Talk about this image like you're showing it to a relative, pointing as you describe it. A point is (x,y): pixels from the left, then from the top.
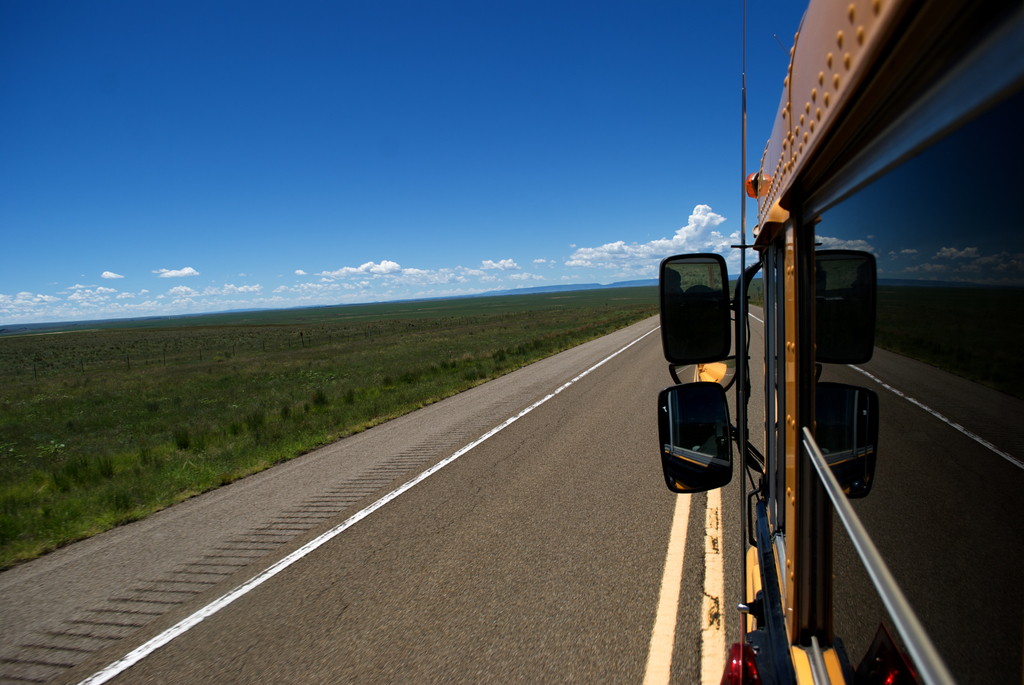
In this image I can see a vehicle (830,217), mirrors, glass window (926,256) and rods (893,586). I can see the green grass (245,437) and sky (401,154) is in blue and white color.
